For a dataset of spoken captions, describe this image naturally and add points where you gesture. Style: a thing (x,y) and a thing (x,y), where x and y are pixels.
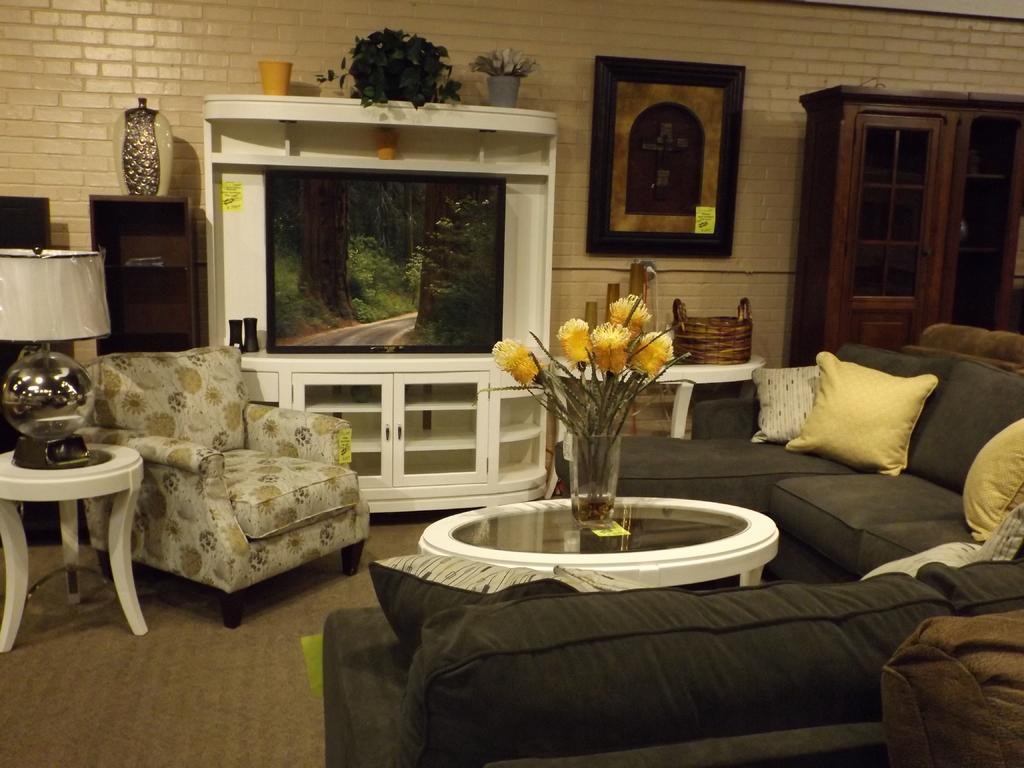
In this image, we can see couch (645,494), sofa (853,486), pillows (794,437), flower vase (617,418), glass table (670,531), television (409,321), plants (394,58) and back side brick wall (220,64). There is a wooden cupboard (829,258) right side (831,271). And left side (37,393), there is a lamp (48,386) on the white table (63,481). Here we can see photo frame (684,217) and basket (699,339).
